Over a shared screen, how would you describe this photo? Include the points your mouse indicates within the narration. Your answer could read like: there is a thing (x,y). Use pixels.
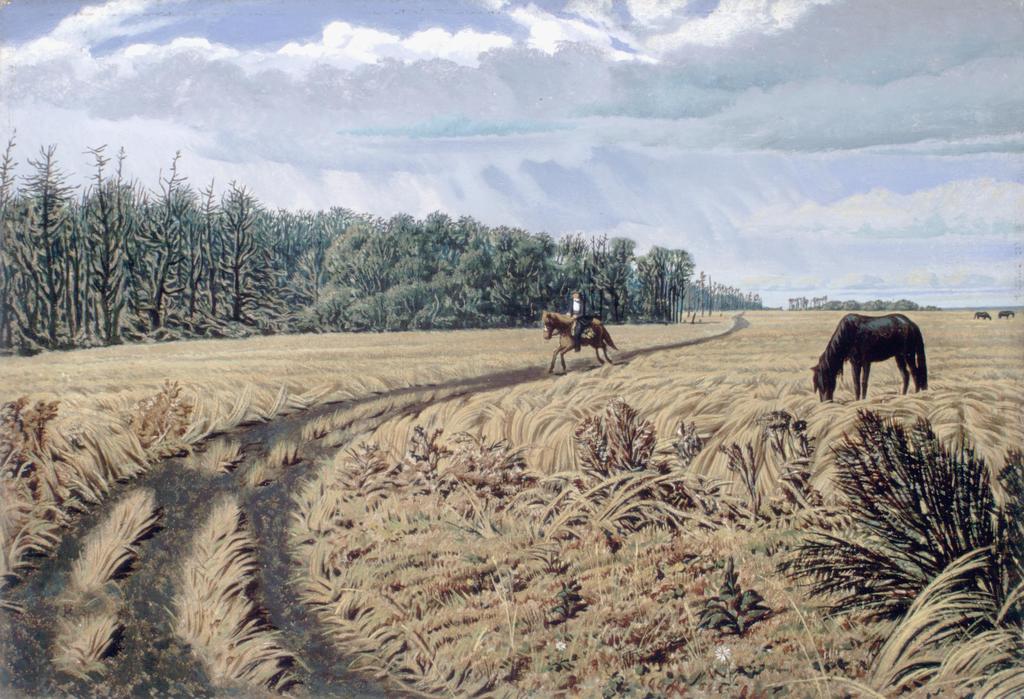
In this picture, it seems like a poster (617,449) where we can see dry grassland (472,448), a person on a horse (604,336), trees (590,251), sky (548,154) and another horse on the right side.
